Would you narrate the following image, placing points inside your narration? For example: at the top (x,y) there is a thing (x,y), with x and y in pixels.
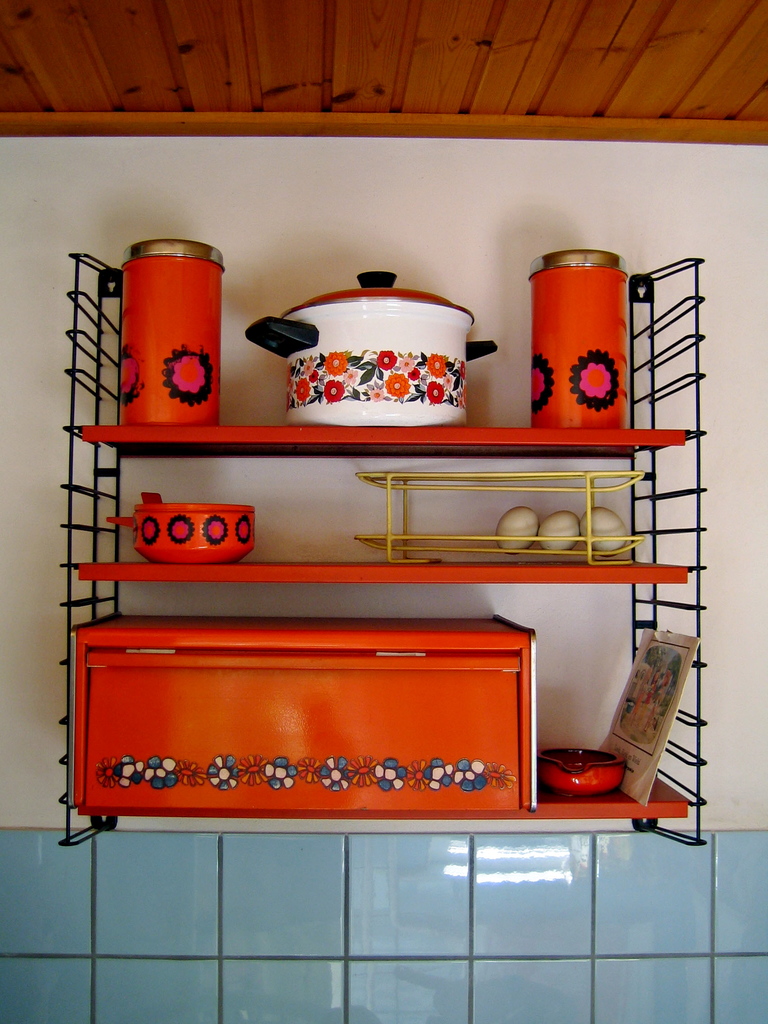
In this image we can see a rack (109,471) attached to the plain wall (251,479) and on the rack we can see an eggs rack (589,523), booklet (664,680), bowl (579,773), an orange color box (213,690), jars (207,313) and a white container (408,336). At the top (381,49) there is a wooden roof (407,50) for shelter.
